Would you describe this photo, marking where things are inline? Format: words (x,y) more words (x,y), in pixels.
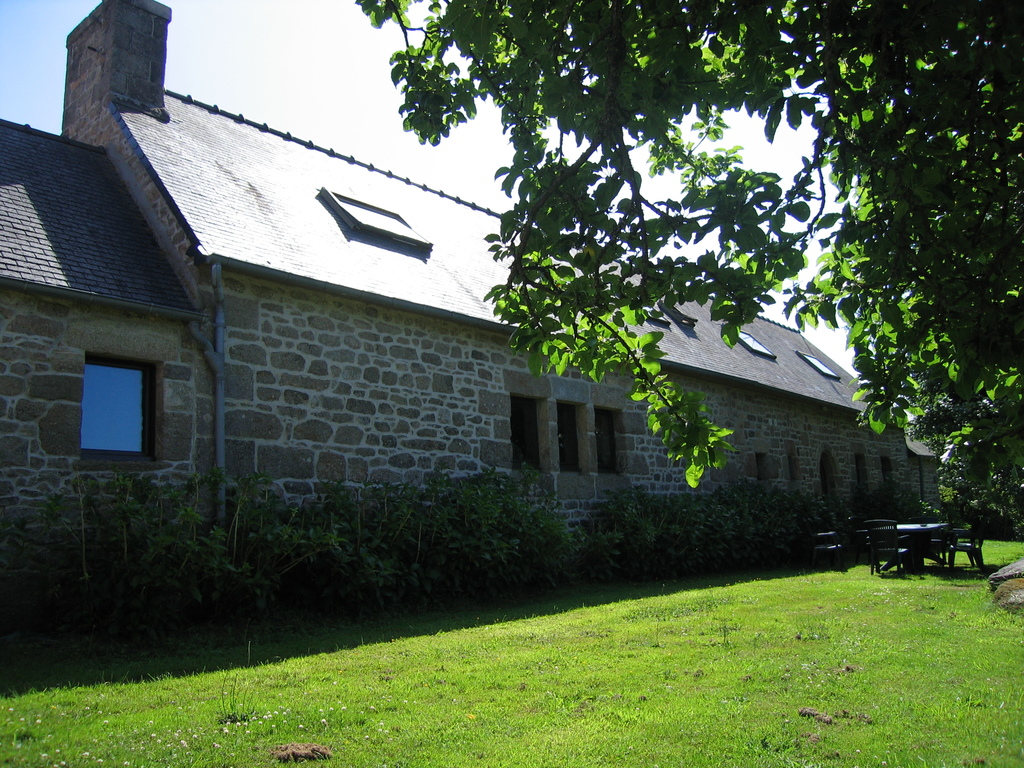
In this image we can see a house (321,392) with glass windows (141,425). On the right side of the image (912,345), we can see tree (1019,408), table (926,549) and chairs (897,557). At the bottom of the image (553,617), there is a grassy land (635,730). In front of the house (411,444), we can see plants (562,539). At the top of the image (287,9), there is the sky (59,53) with clouds (348,89).
